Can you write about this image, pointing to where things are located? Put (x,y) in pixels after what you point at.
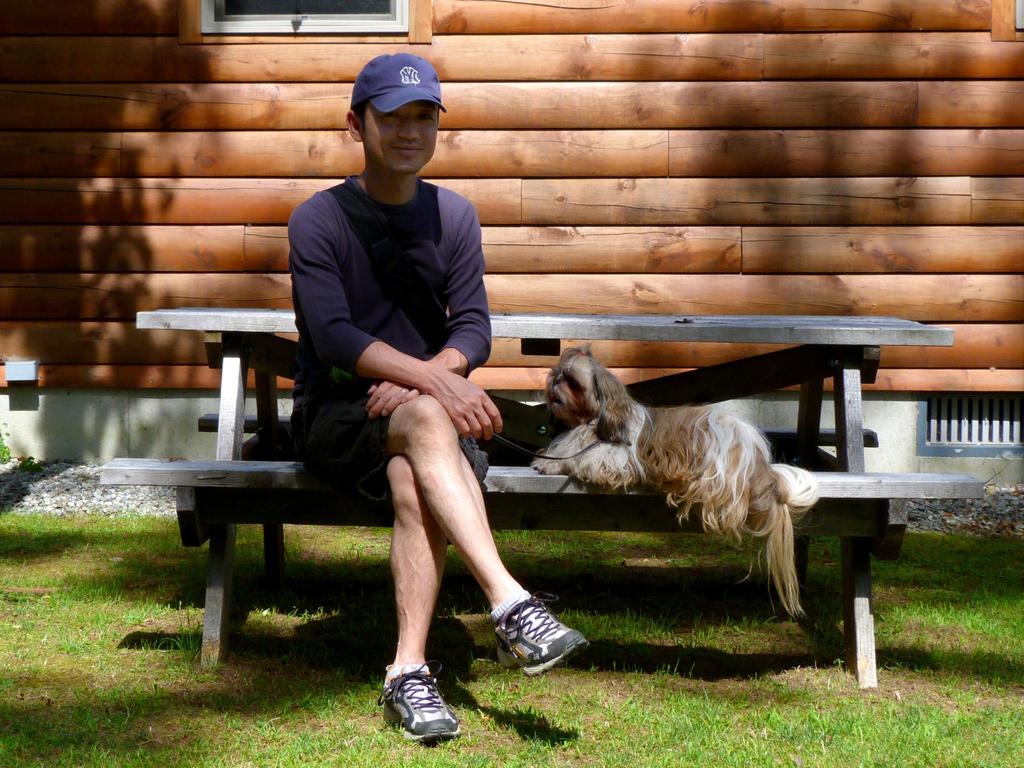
This person (398,384) sitting on the bench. We can see dog (709,429). On the background (561,43) we can see window (351,24), wall (683,169). This is grass (693,709).
